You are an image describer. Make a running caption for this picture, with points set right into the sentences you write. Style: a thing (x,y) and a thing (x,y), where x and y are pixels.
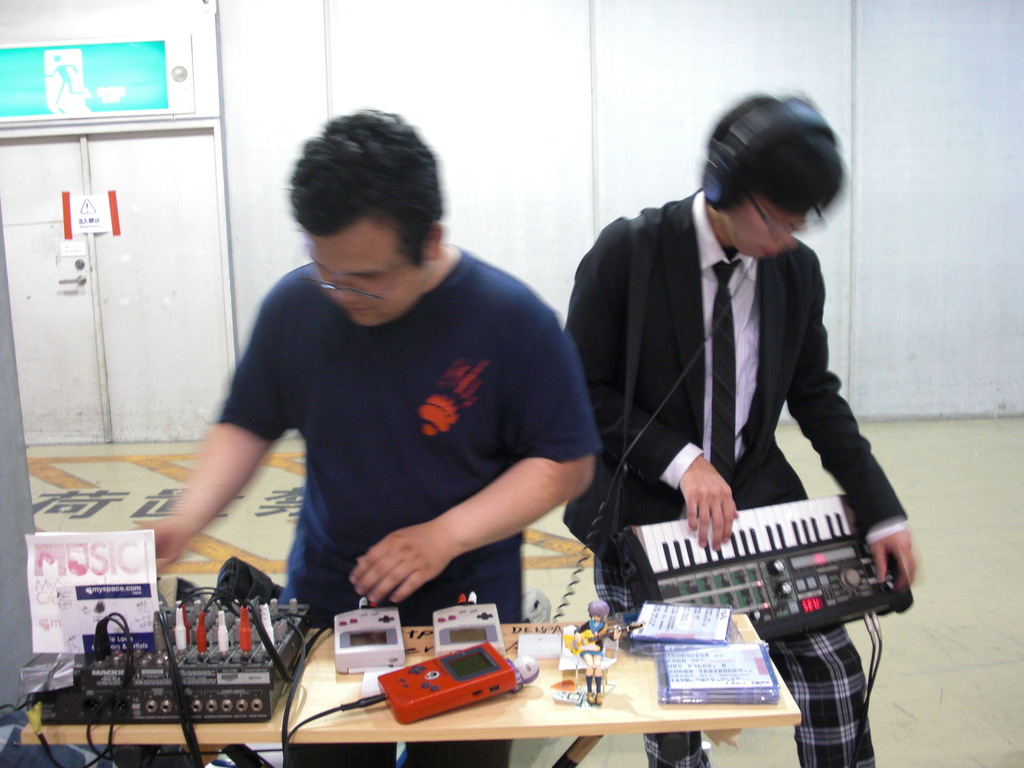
In the image we can see there are two people (527,408) who are standing and playing musical instruments (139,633) and one of the men (363,528) is checking the switches (209,635) of the circuit (119,658).
